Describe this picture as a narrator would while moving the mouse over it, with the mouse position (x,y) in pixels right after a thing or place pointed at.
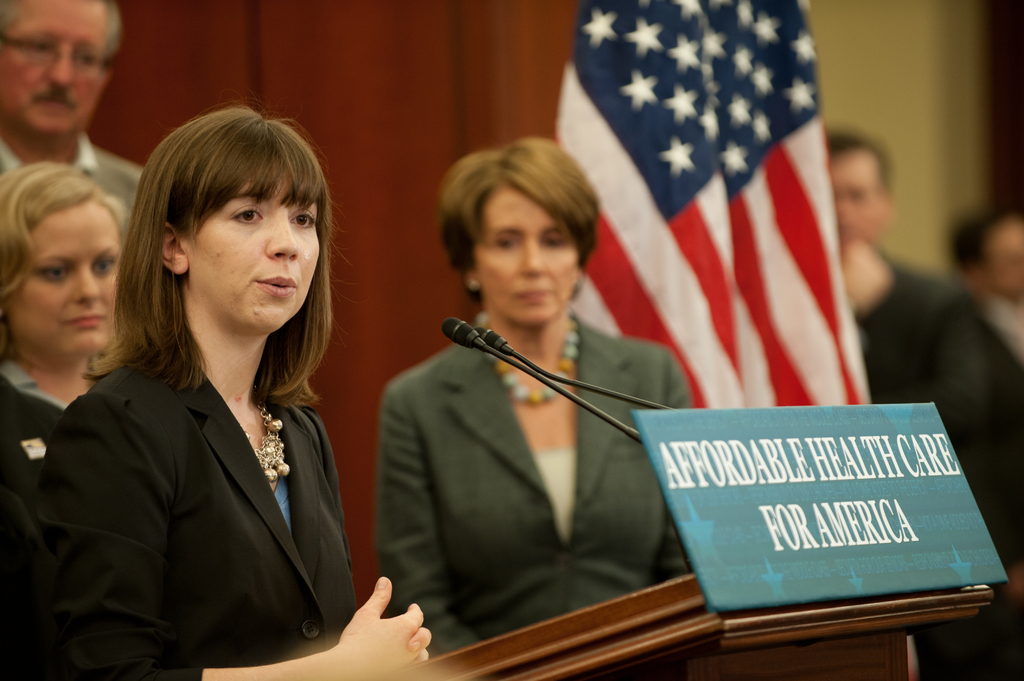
In the foreground of the picture (299,393) there is a woman (229,525) standing in front of a podium (582,633) and talking into mics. On the right (834,514) there is a board (775,475). In the background (555,258) there are people (529,177), flag (737,116), wall (475,73) and some wooden object (389,85).
